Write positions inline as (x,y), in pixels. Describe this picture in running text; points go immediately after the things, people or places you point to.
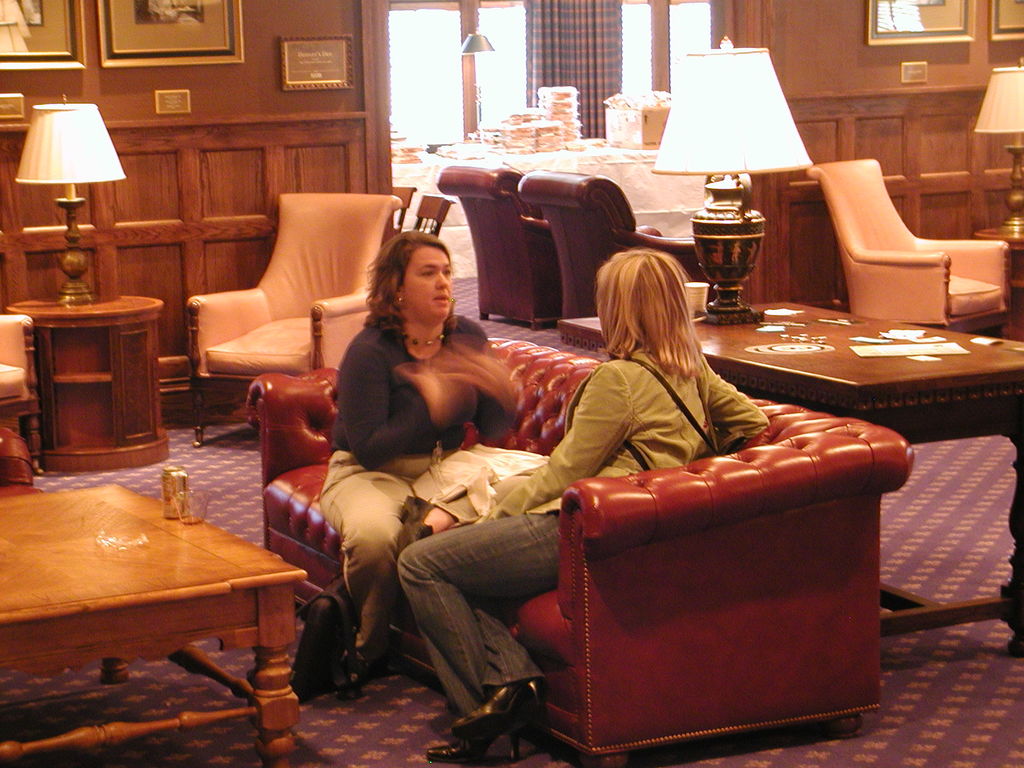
In this image consist of a inside of a house (840,139) and there are the sofa set (751,515) visible on the middle (656,504) and there are two women (387,557) sit on the sofa set (531,598) and left side (58,526) there is a table (55,590) And left side (62,337) corner there is a cup board (61,312) and there is a another table (78,314) on the floor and there is a lamp (66,294) on that table (59,325), on the right side (853,371) corner there is a table (842,358) and there is a lamp (747,208) on that table (787,333). And there is a sofa set (865,236) on the floor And middle corner there is a window (501,19) and a curtain (560,19) hanging to the window (561,52) And there is a table (590,159) in front of the window (511,29) and there are some boxes (608,121) kept on that table (517,162).
